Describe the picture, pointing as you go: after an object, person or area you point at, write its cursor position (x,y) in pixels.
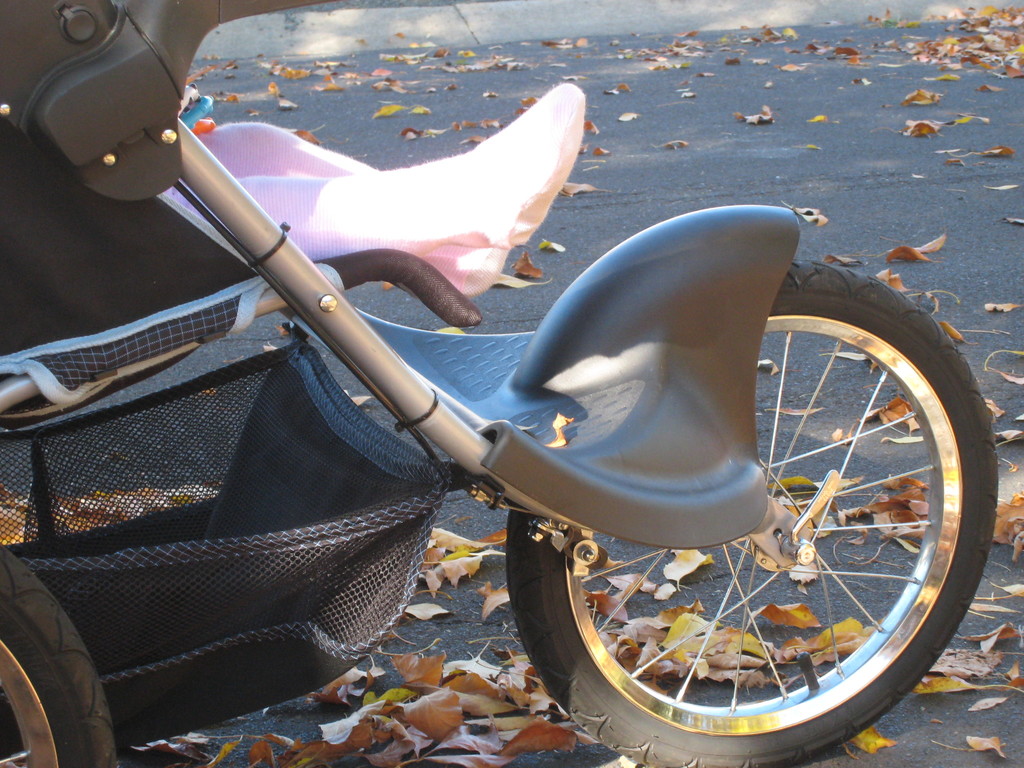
In this image I can see a black colour stroller (251,394) and in it I can see a person (453,207) is sitting. I can see this person (255,174) is wearing pink colour socks (265,171). I can also see number of leaves (509,753) on the road (930,38).
